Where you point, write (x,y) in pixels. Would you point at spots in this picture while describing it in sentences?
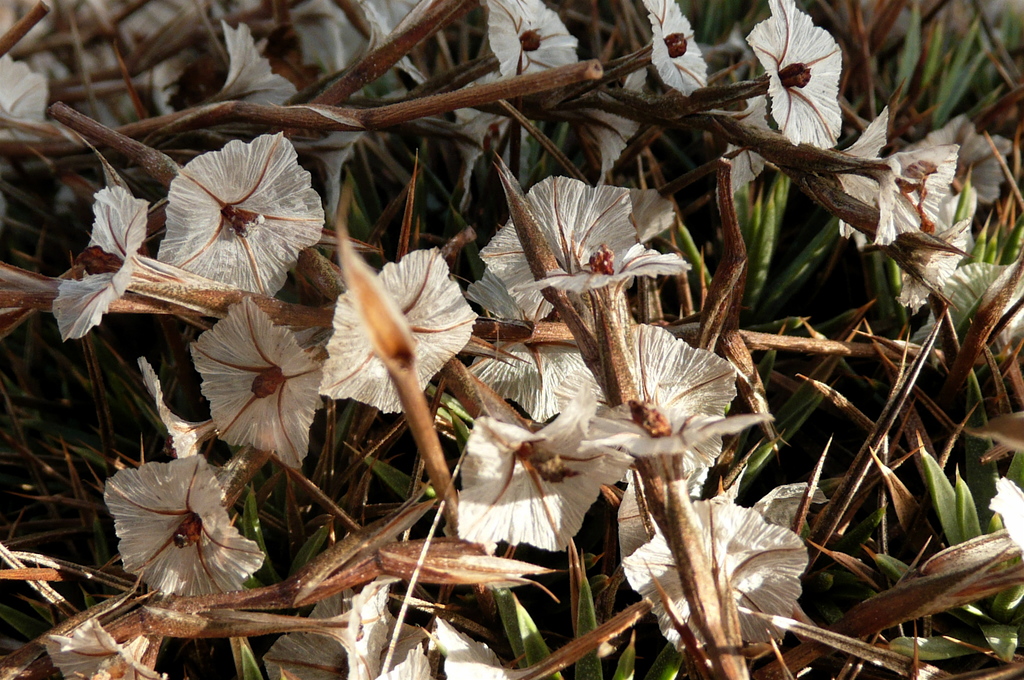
In this picture there are few flowers (342,300) which are in white color and there are brown and green color objects (444,96) below it.
